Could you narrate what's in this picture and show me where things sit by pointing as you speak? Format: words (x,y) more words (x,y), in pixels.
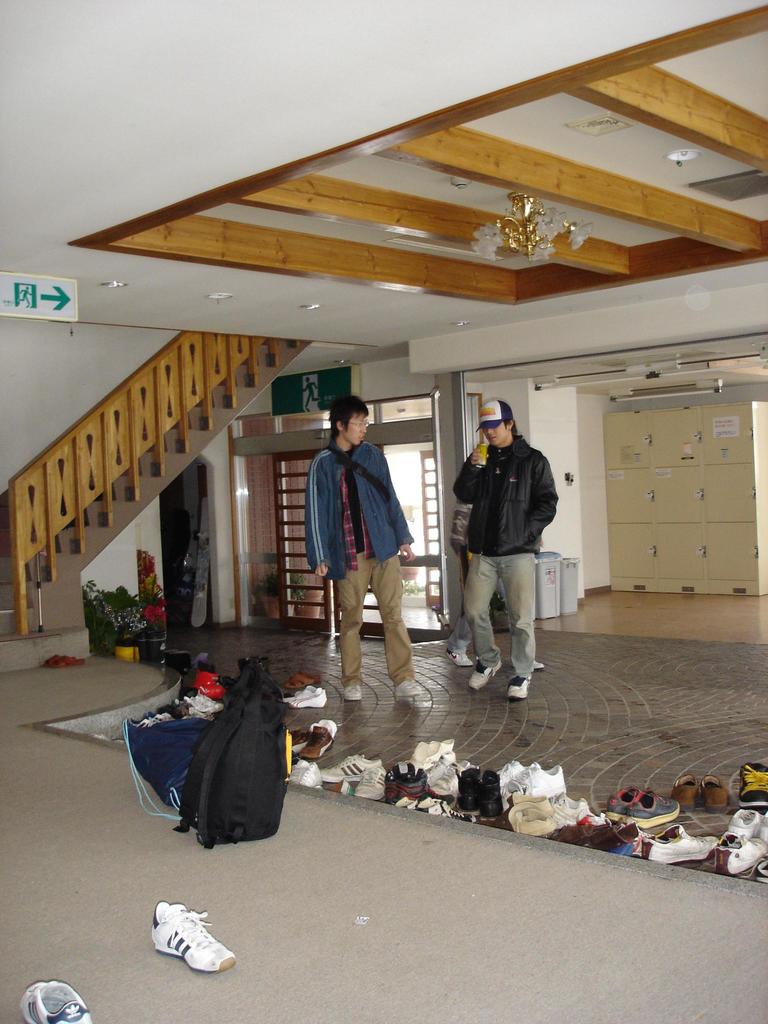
At the bottom of the image (456,829) there is floor (456,829). There are shoes (421,744), bag (231,691). At the top of the image (267,36) there is ceiling (107,187) with lights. To the left side of the image (123,388) there is staircase (145,494) with railing (215,336). In the background of the image (364,375) there is wall (377,389). There is a door (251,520). To the right side of the image (685,417) there is a cupboard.
